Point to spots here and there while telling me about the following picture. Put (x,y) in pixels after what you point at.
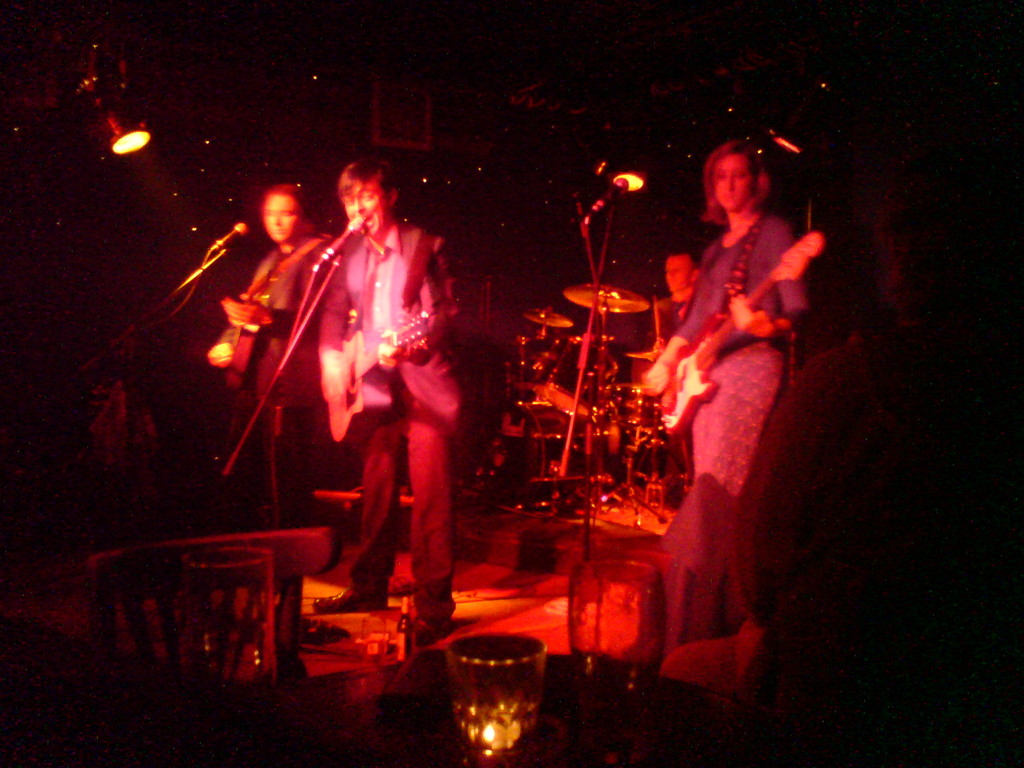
In this picture i could see the persons (392,387) performing a musical show they are holding guitar (705,395) in their hands (383,363) in the background (368,132) its too dark and some flash lights (129,127) are around. In the bottom of the picture (520,697) i could see candle (487,735) in the glass (497,709).
